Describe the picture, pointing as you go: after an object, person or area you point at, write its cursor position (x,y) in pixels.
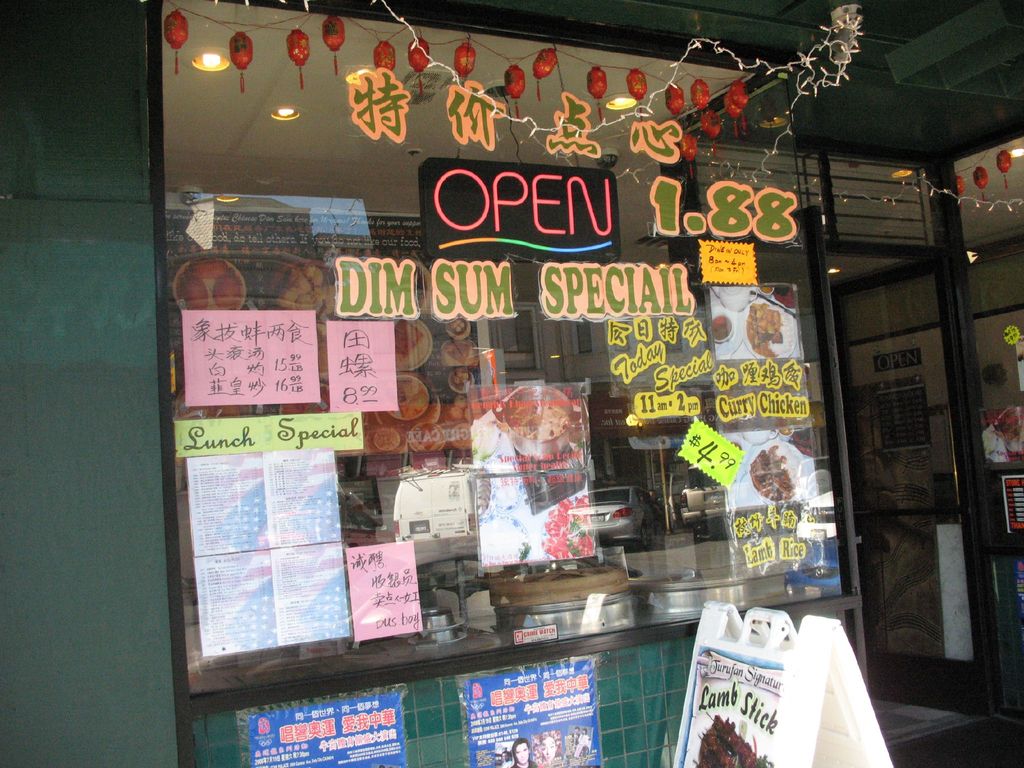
Here we can see posters (569,390) on the glass (672,490). There are decorative objects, lights (705,41), door (903,331), and a board (731,661). On the glass (775,571) we can see the reflection (694,542) of cars (701,507), poles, and a building (642,433). There is a wall (89,416).
